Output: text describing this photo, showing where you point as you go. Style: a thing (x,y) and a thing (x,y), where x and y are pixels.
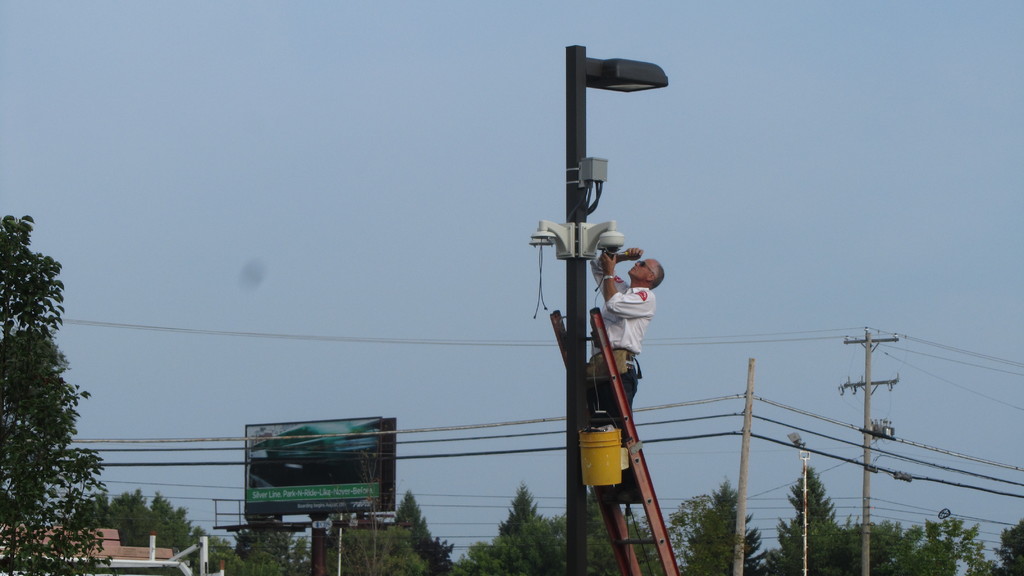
In the picture we can see a person (630,291) wearing white color shirt (616,331) standing on ladder (634,424) and fixing cameras (607,245) to the pole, there is light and in the background of the picture (860,462) there are some poles (737,545), wires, there are some trees (707,574), there is hoarding (313,501) and top of the picture (302,133) there is clear sky (327,162).
